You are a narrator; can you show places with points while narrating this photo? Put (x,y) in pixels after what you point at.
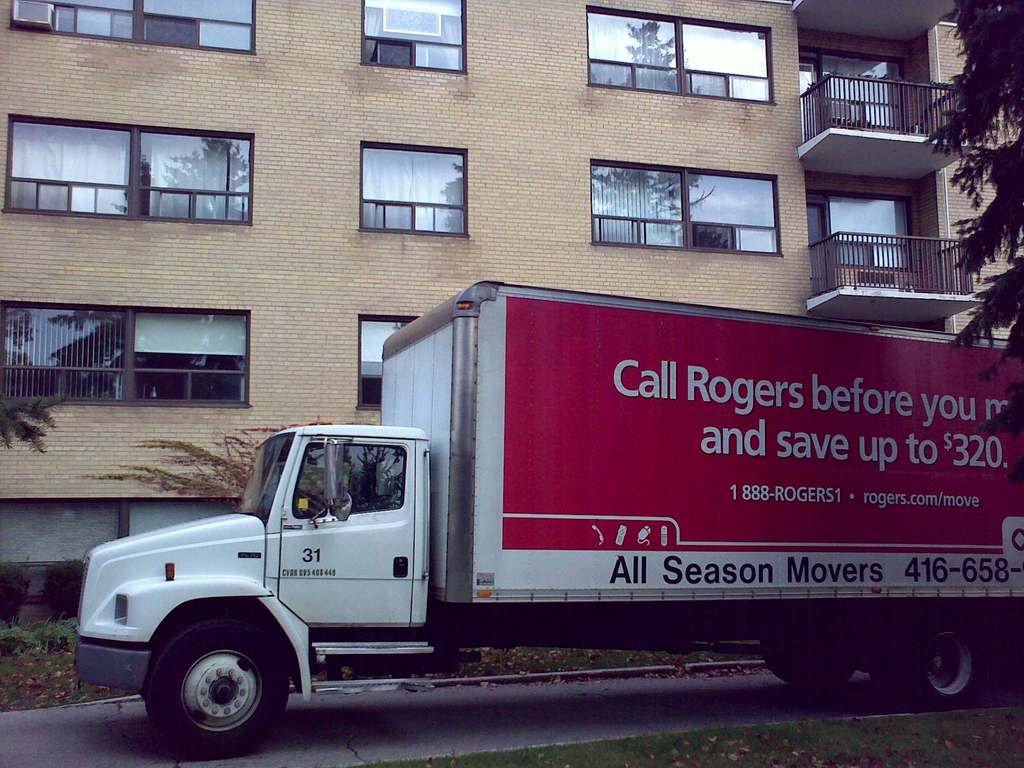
In the center of the image (494,475) we can see a truck (480,503) on the road (611,702). In the background (379,236) there are buildings (716,227) and we can see trees (17,409). At the bottom (741,732) there is grass (838,737).
